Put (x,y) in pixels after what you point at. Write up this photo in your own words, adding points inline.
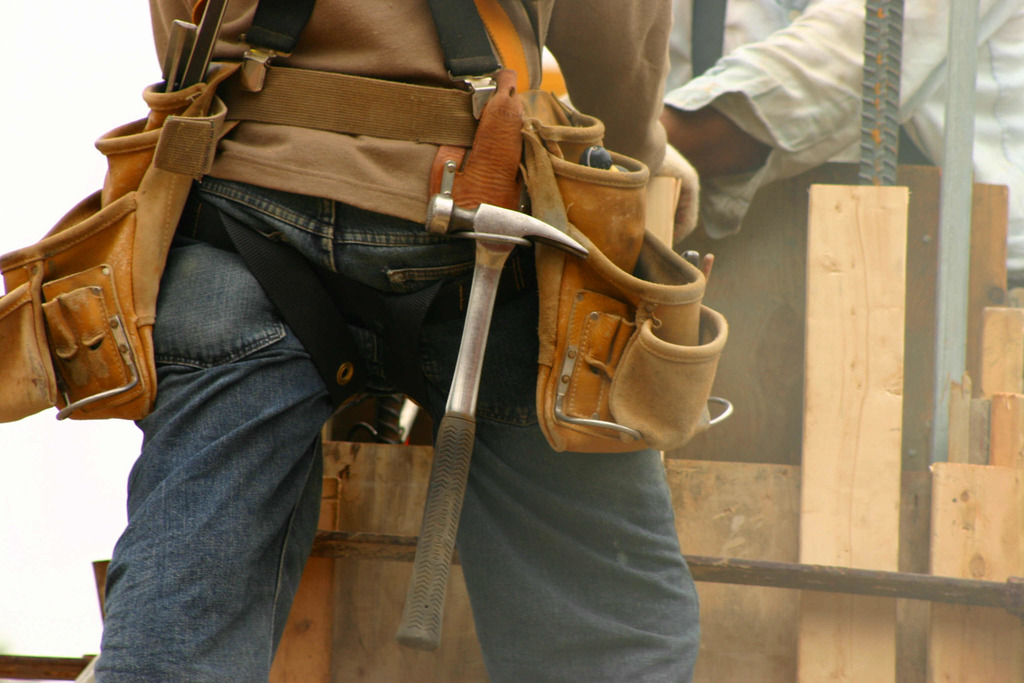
In this image I can see two persons (563,578), bags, metal rods (753,570), wooden sticks (944,567), hammer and wall (85,594). This image is taken may be during a day.
